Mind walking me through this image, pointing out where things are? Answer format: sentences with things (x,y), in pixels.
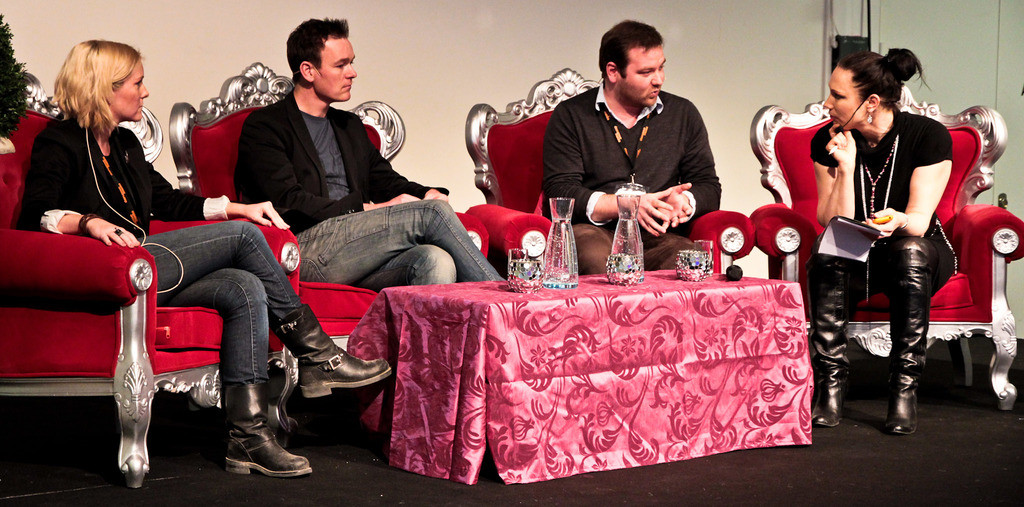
In the picture we can see two men (381,272) and two women (61,142) are sitting on the chairs (50,247) which are red in color with some designs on it and in front of them, we can see a table (696,339) with a pink color cloth (369,336) with some designs (714,341) on it and on it we can see some glasses (520,269).
